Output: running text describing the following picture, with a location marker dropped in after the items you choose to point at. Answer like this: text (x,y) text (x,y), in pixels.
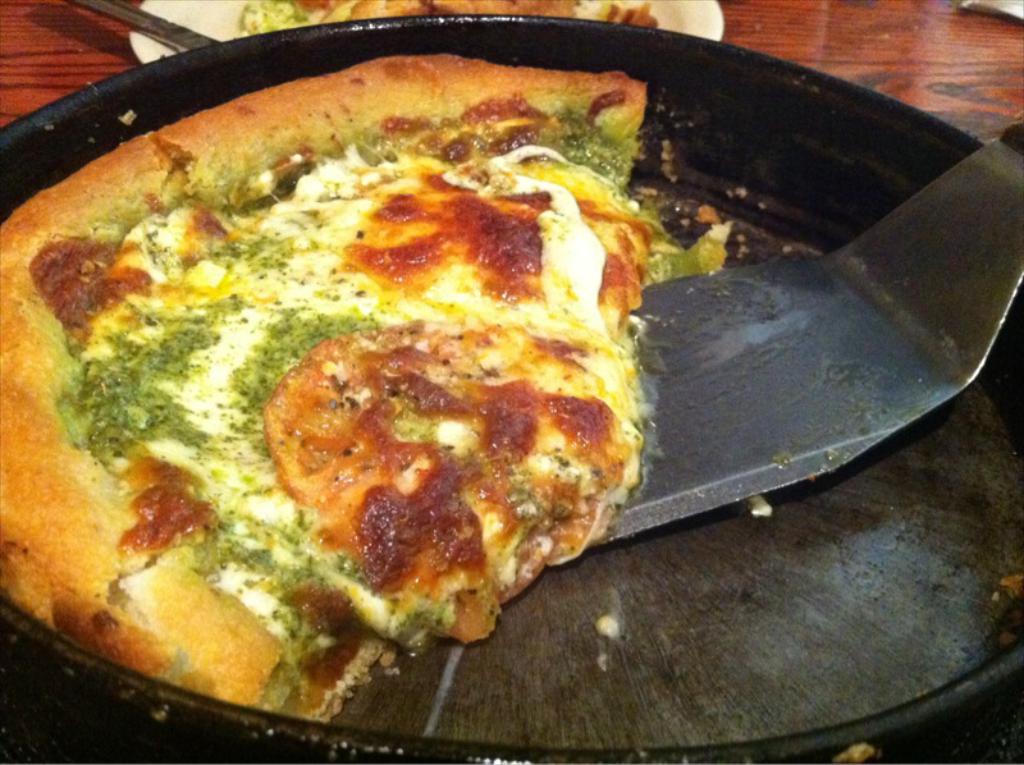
In this image we can see a serving plate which consists of pie (459,335) and a spatula (670,402) in it.
